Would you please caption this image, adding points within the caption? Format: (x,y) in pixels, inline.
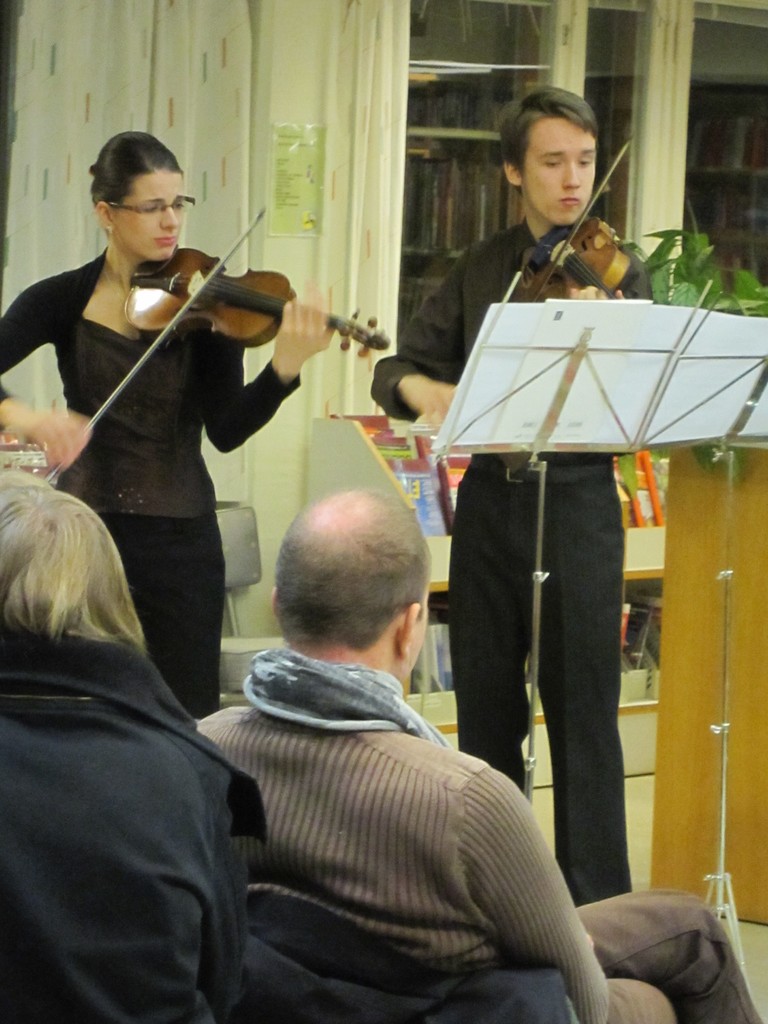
In the image we can see there are two people (86,342) who are standing and holding violin (238,281) in their hand (311,291) and the people (26,826) who are sitting in front (84,561) are looking at them.
